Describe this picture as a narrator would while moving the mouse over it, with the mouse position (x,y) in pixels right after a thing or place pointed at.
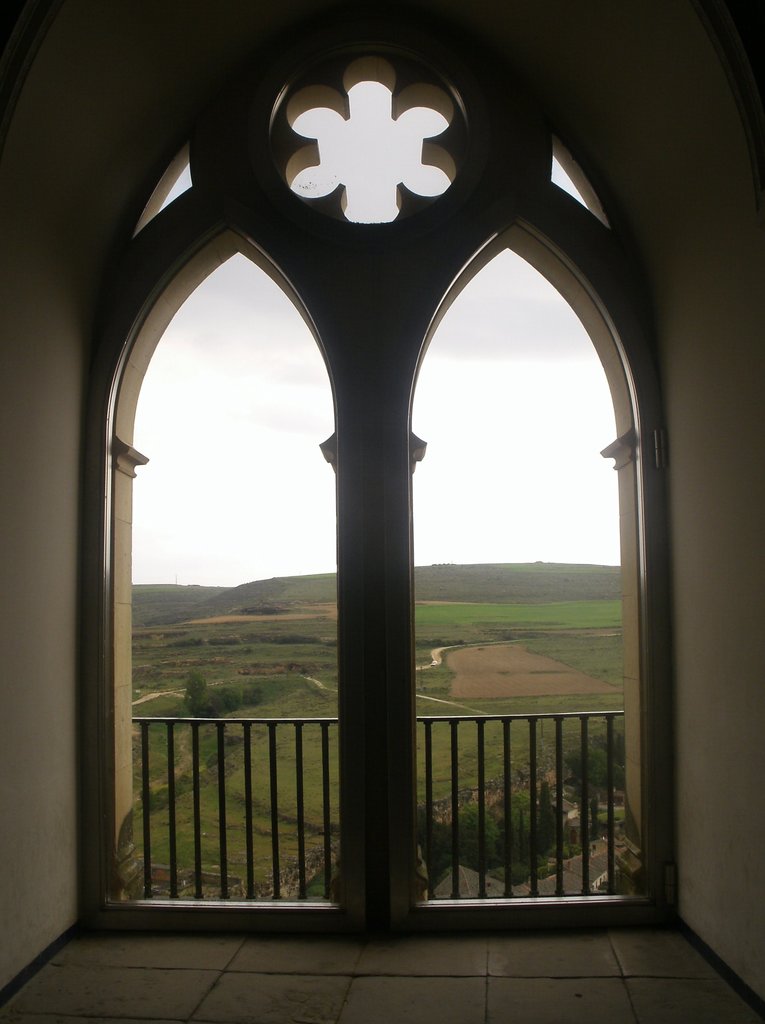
In this image we can see the building (741,886) and we can see the metal railing (276,827) and there are some trees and grass (185,735) on the ground (474,759) and in the background (267,584), we can see the mountains (329,586) and the sky (332,417).
